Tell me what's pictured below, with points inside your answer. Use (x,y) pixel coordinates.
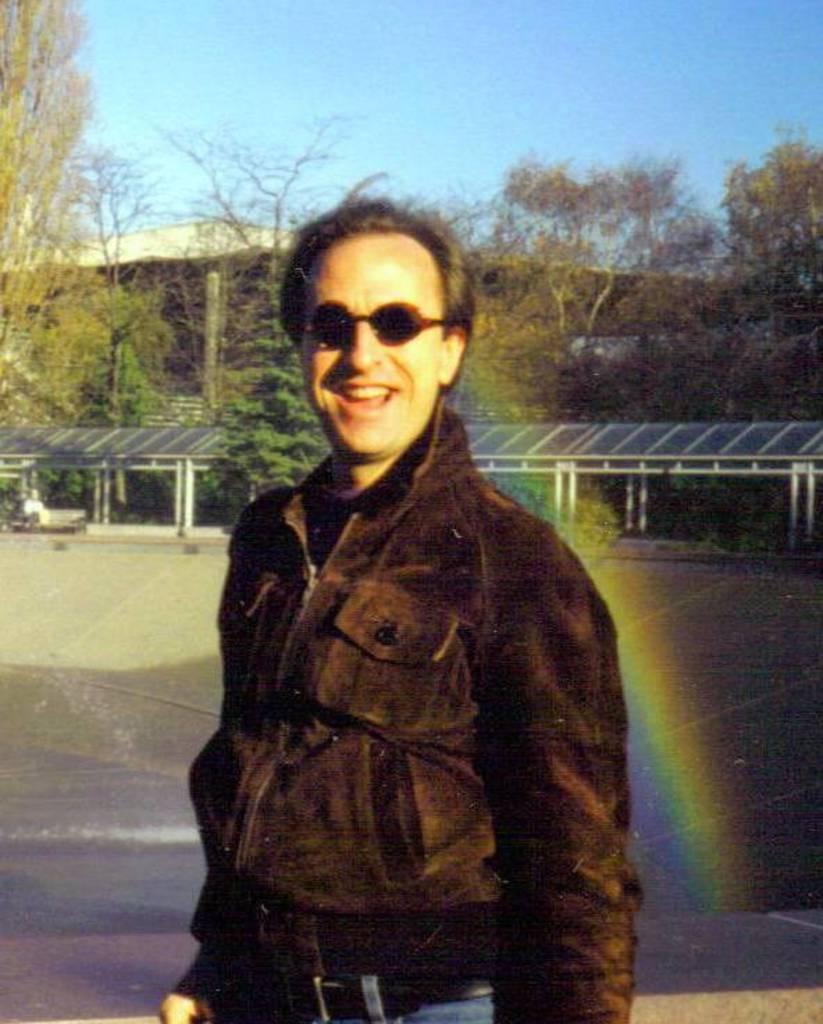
In this image we can see a person (468,735) standing on the ground (125,976). On the right side of the image (703,770) we can see a rainbow (694,777), some metal poles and group of trees (652,323). On the left side of the image (265,264) we can see a building (206,275). At the top of the image (371,67) we can see the sky (139,62).
